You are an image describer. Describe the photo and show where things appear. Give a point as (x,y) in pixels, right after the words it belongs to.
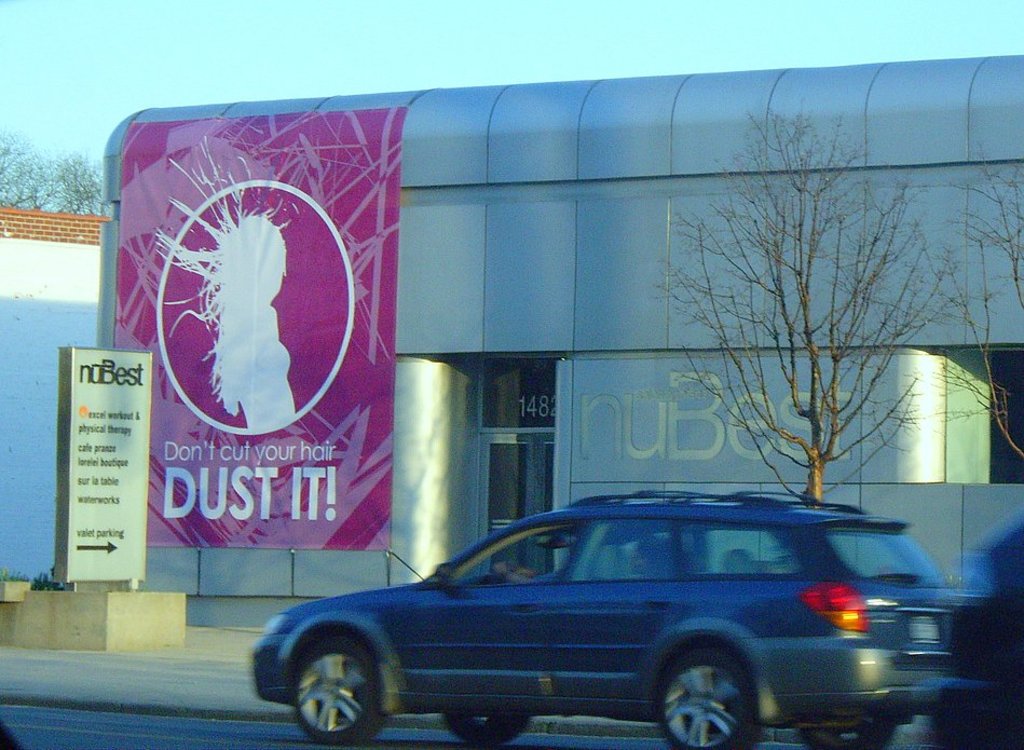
In the foreground of the image (239,706) there is a car (458,654) on the road (239,734). In the background of the image (292,266) there is a building (970,477) with some poster (311,400) and text (615,453). There is a board (79,461) with some text (87,376). There is a tree (818,492). At the top of the image (373,65) there is sky (440,26). To the left side of the image (74,256) there is a wall (54,322).
